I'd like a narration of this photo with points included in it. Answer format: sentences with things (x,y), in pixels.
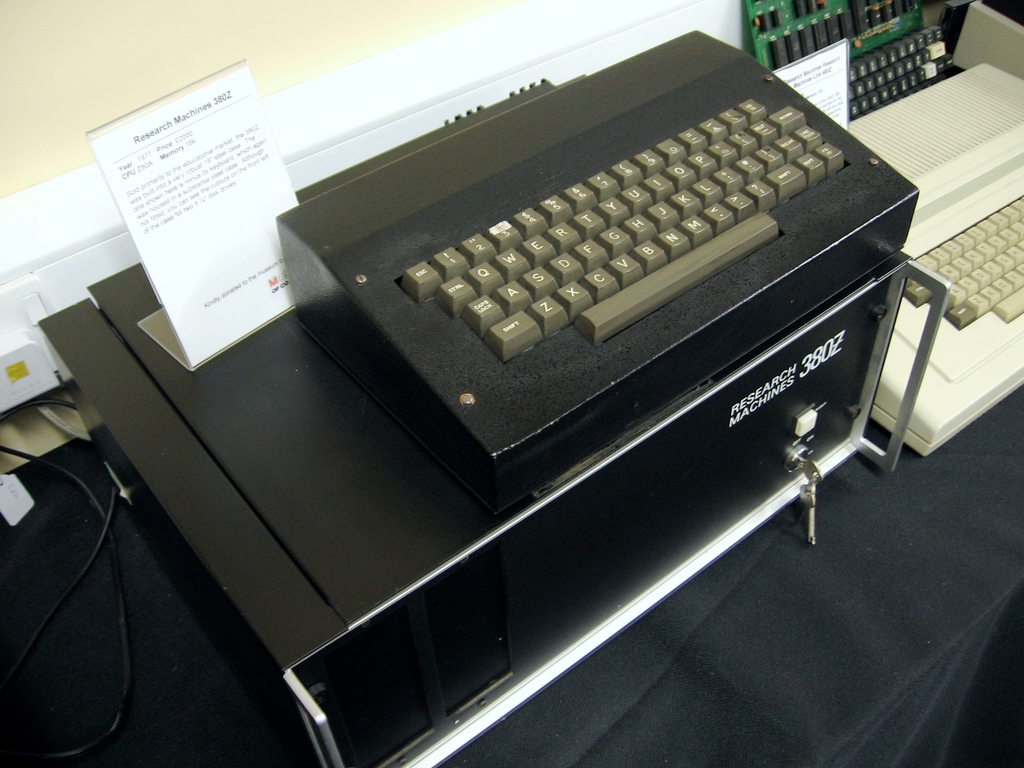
in this picture we can see the black computer (692,546), placed on the table top (731,609). Beside there is a white color computer (982,143).
